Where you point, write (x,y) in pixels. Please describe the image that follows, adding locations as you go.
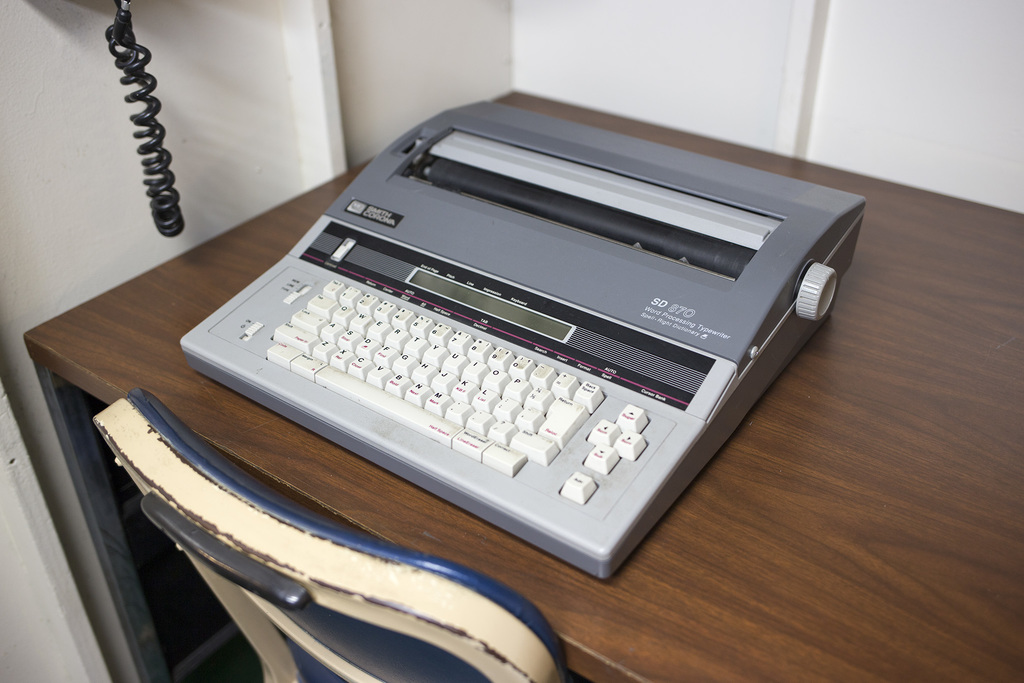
In the center of this picture (448,282) we can see a device (757,295) placed on the top of the wooden table (261,454) seems to be a typewriter (592,306) and we can see a chair (238,543). On the left (150,86) we can see a black color wire (155,109) and the wall (737,67).
